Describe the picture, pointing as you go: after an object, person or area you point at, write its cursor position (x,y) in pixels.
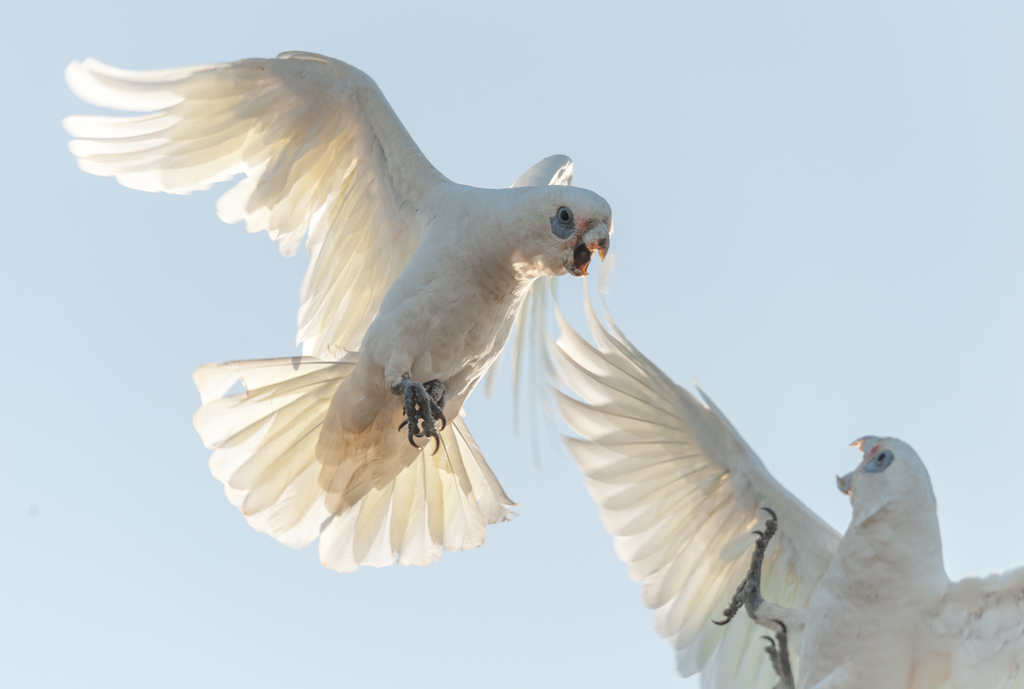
In this picture we can see the birds (456,297) are flying in the sky (2,97).
